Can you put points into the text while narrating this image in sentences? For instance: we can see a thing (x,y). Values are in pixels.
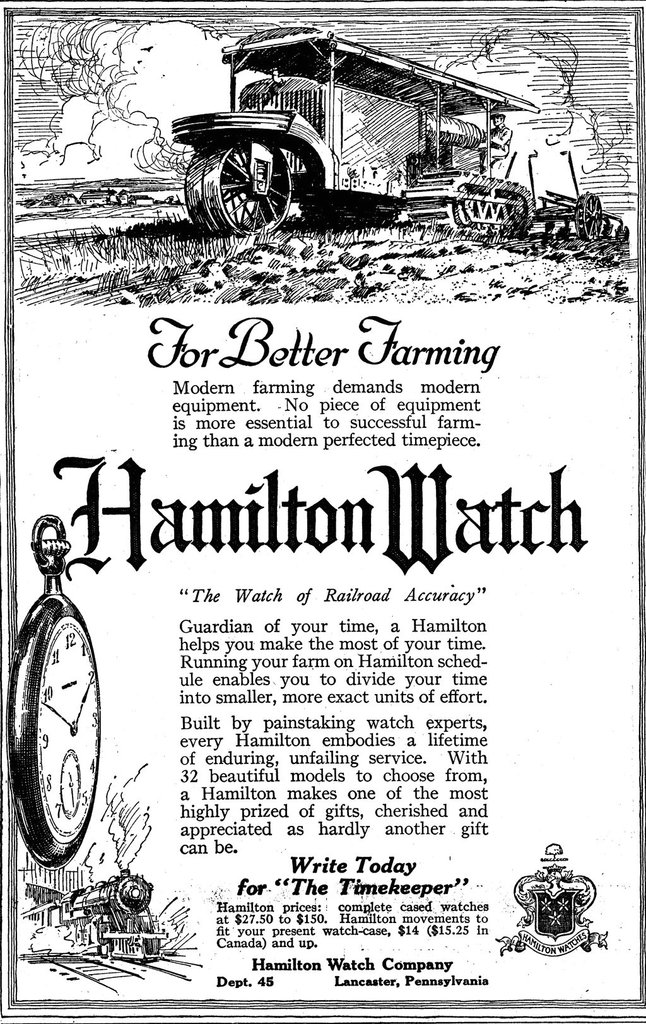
This picture shows a printed paper (166,598). We see picture (291,122) of a vehicle (415,209) and a train (140,898) and we see a clock (78,636) and we see text (267,732).
